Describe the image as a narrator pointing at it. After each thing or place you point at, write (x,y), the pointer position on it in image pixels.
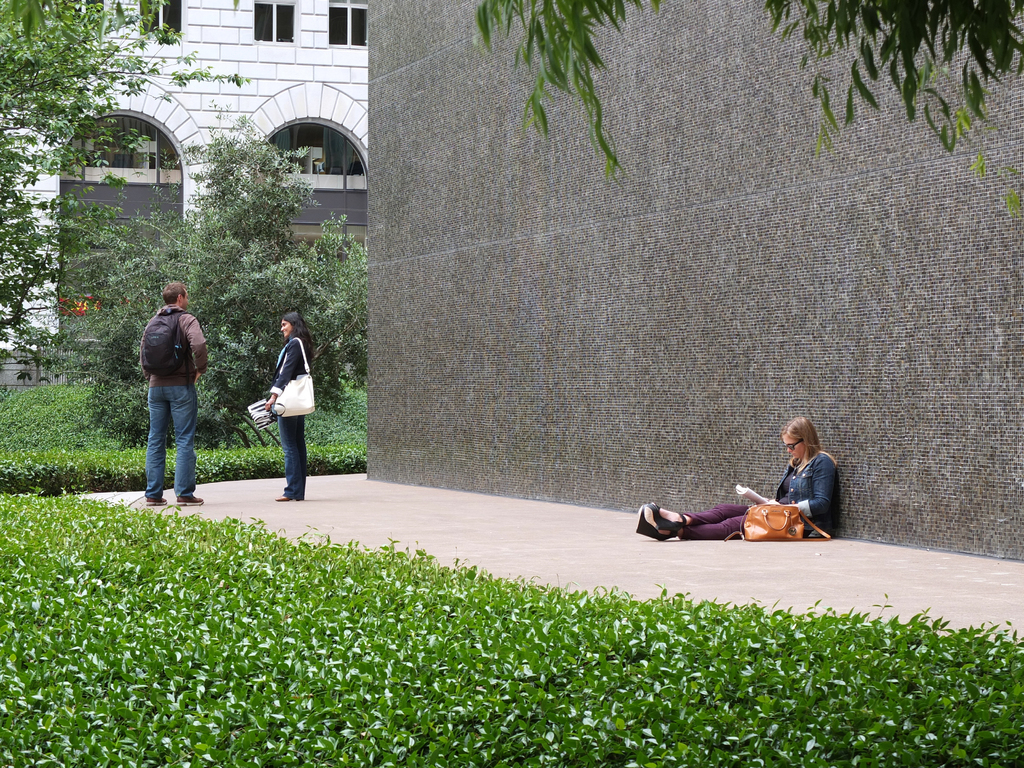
In this image we can see a woman (797,447) is sitting on the floor (872,567). She is wearing jacket (811,492) and holding book (752,497) in her hand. Beside her brown color bag (771,524) is there. One man (158,431) and woman (288,458) is standing on the floor (260,506). Background of the image (606,276) building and wall (635,257) is there and trees (250,312) are present. Bottom of the image (27,552) plants (27,602) are there.
